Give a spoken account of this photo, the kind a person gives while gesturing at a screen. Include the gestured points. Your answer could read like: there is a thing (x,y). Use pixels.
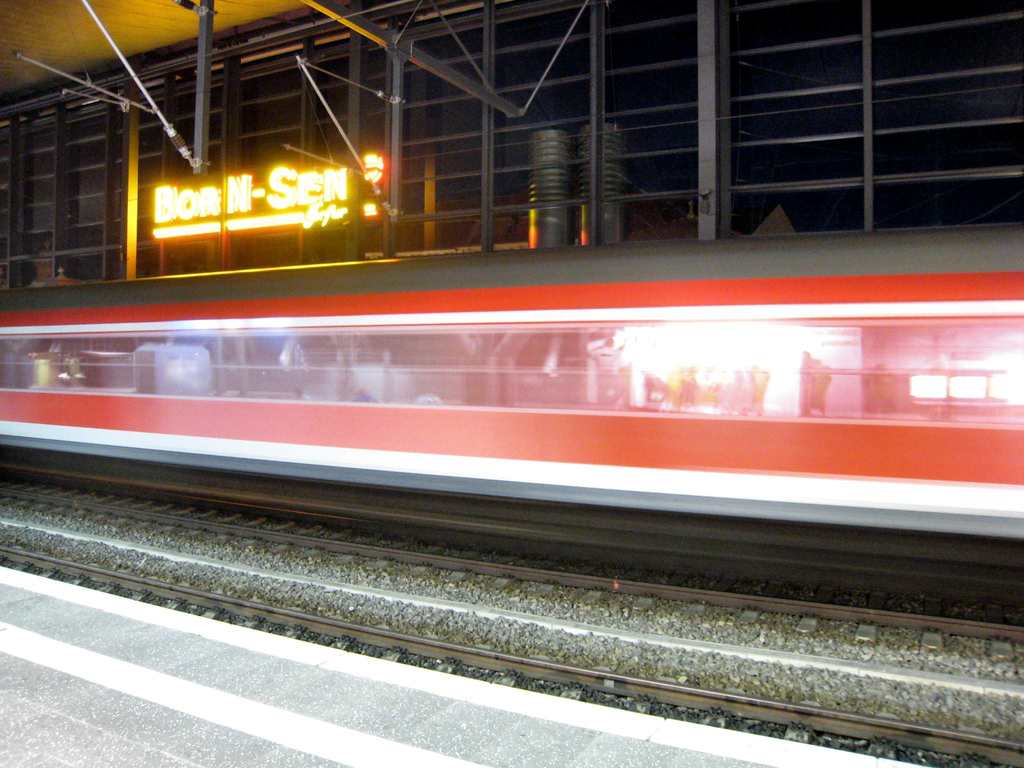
In the image we can see a train (657,405) on the train track (560,579), these are the train tracks (572,575), footpath (123,682), text (294,188) and iron grills (726,91).
